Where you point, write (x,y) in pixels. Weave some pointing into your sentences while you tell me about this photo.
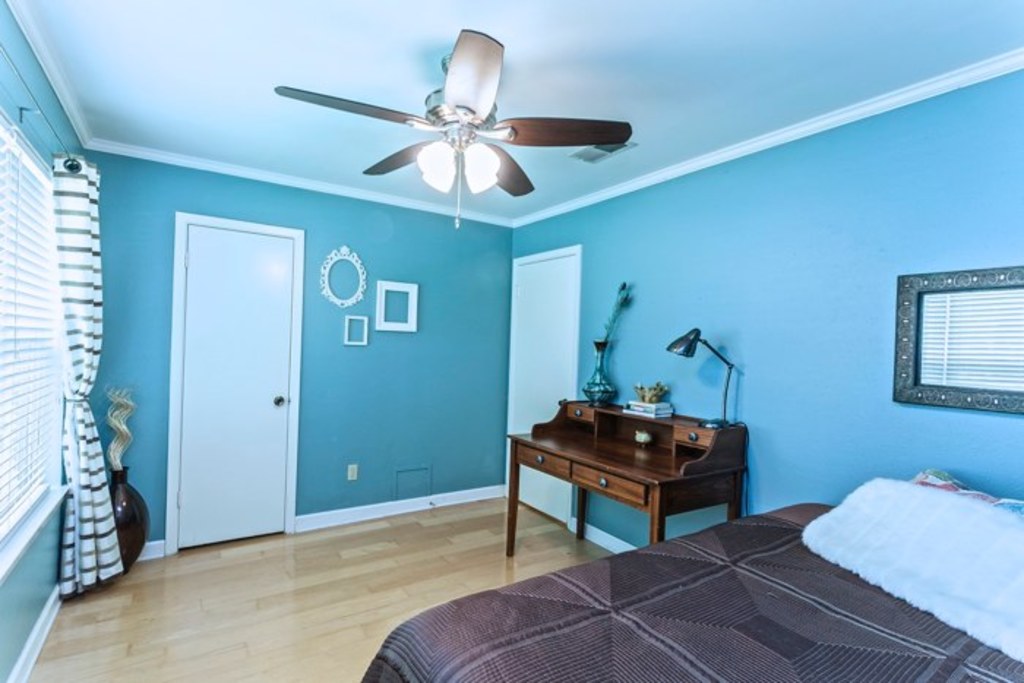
In this image there is a view of the bedroom (640,518), there is a bed (738,614), there is a table (594,464), there is a light (690,338) on the table (635,458), there are objects (645,398) on the table (616,406), there is a fan (478,109), there are doors (259,351), there is a window (39,327), there is a curtain (78,275), there is white roof (300,37), there are lights (433,165) attached to the fan (461,140), there is a pillow (978,494), blanket (733,601) on the bed (786,613).
